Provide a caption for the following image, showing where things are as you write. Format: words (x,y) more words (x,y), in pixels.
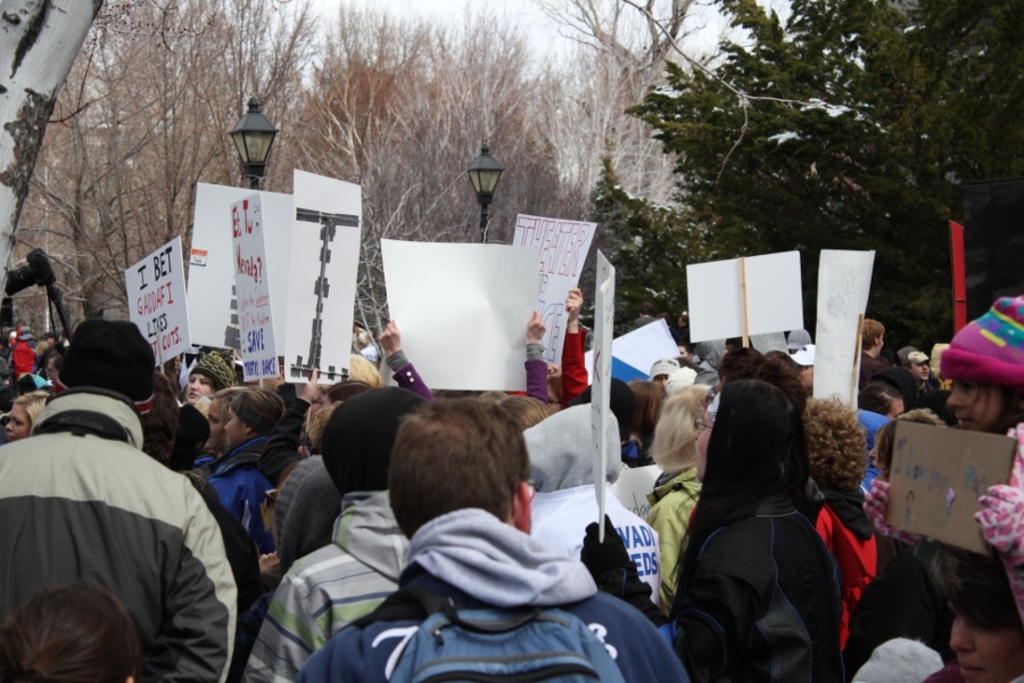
In this picture we can see many people (330,417) holding posters (538,301) in their hands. There are lanterns (248,138) and few trees (728,176) in the background (928,302).
